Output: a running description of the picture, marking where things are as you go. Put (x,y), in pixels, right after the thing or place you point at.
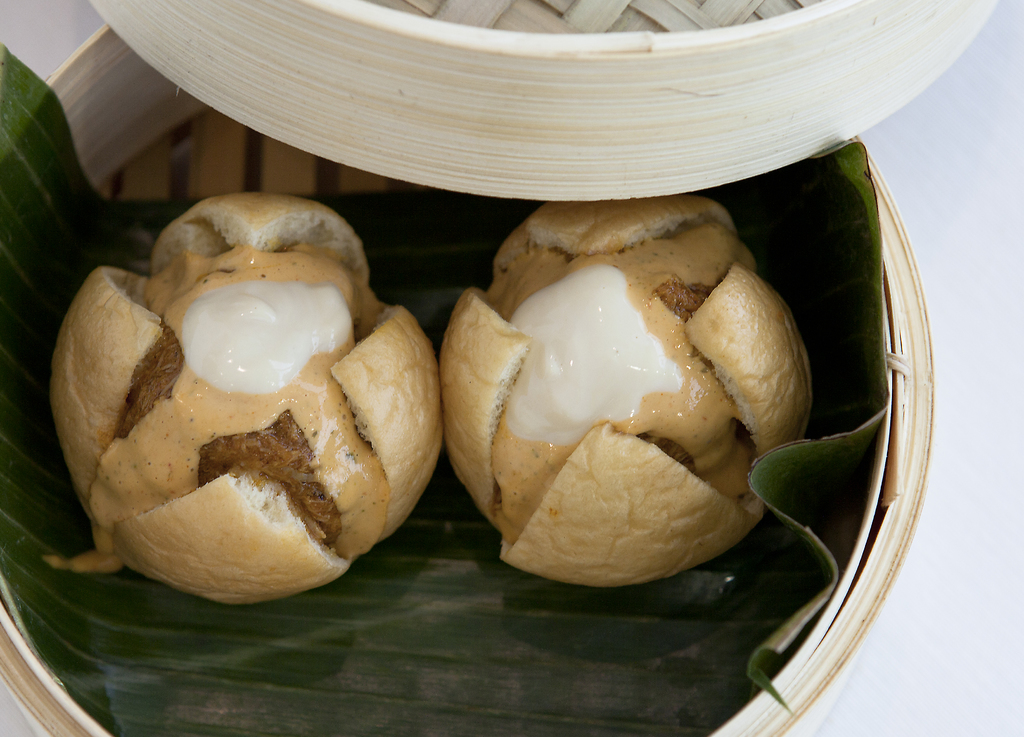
In this image we can see food (373,428) and banana leaf (427,530) in container (906,532) placed on the table (887,669).
